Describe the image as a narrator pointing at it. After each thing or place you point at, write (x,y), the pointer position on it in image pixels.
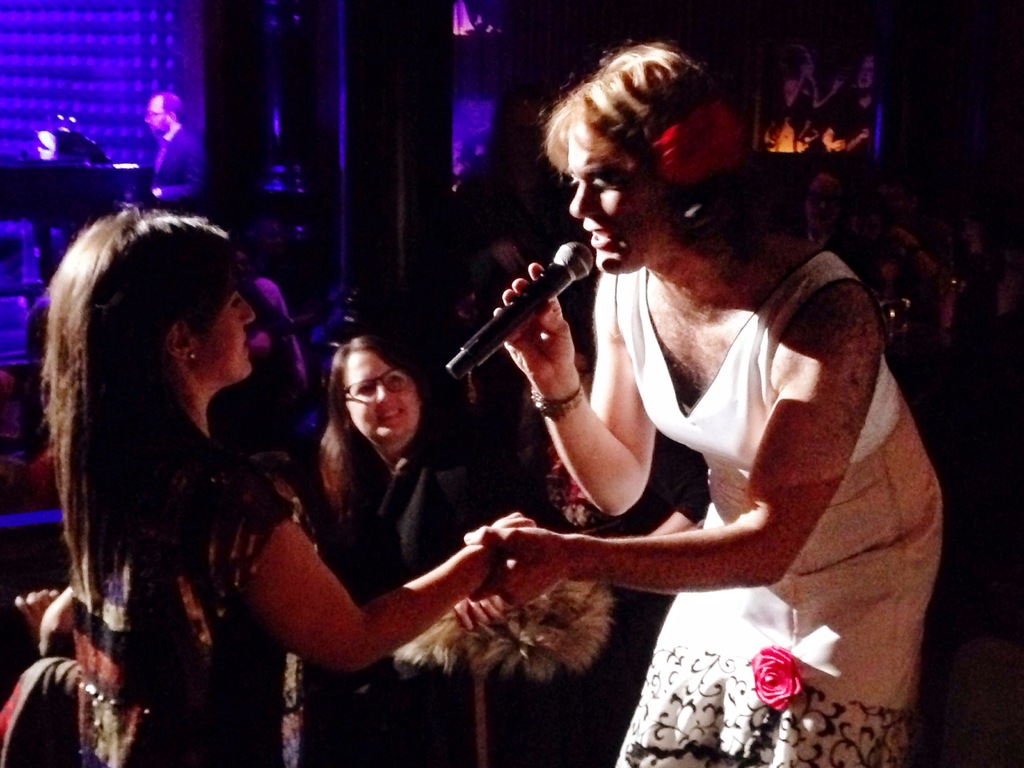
On the right side (837,342), there is a person (837,342) in white color dress (734,404), holding a mic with one hand (548,326), speaking and holding a hand (527,518) of the other woman (271,523) who is in front of her. In the background (331,486), there is a woman (451,472) smiling and there is a person (166,187) standing. And the background (180,17) is dark in color.
